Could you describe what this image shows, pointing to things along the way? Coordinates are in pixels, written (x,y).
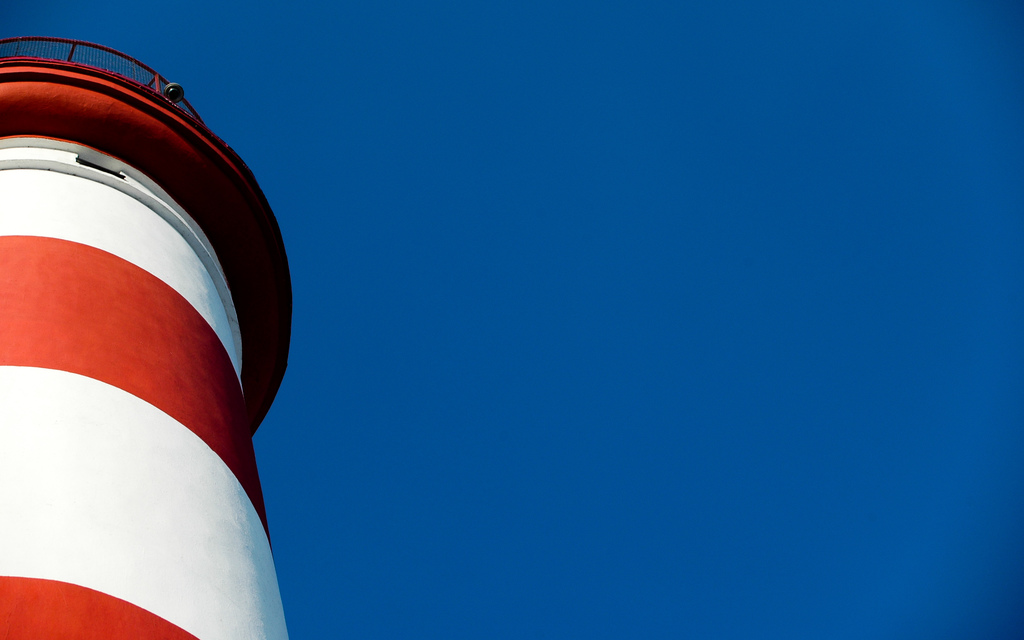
In this picture, there is a tower (175,336) towards the left (136,244). It is in white and red in color. Towards the right (790,244), there is a sky (499,256).
